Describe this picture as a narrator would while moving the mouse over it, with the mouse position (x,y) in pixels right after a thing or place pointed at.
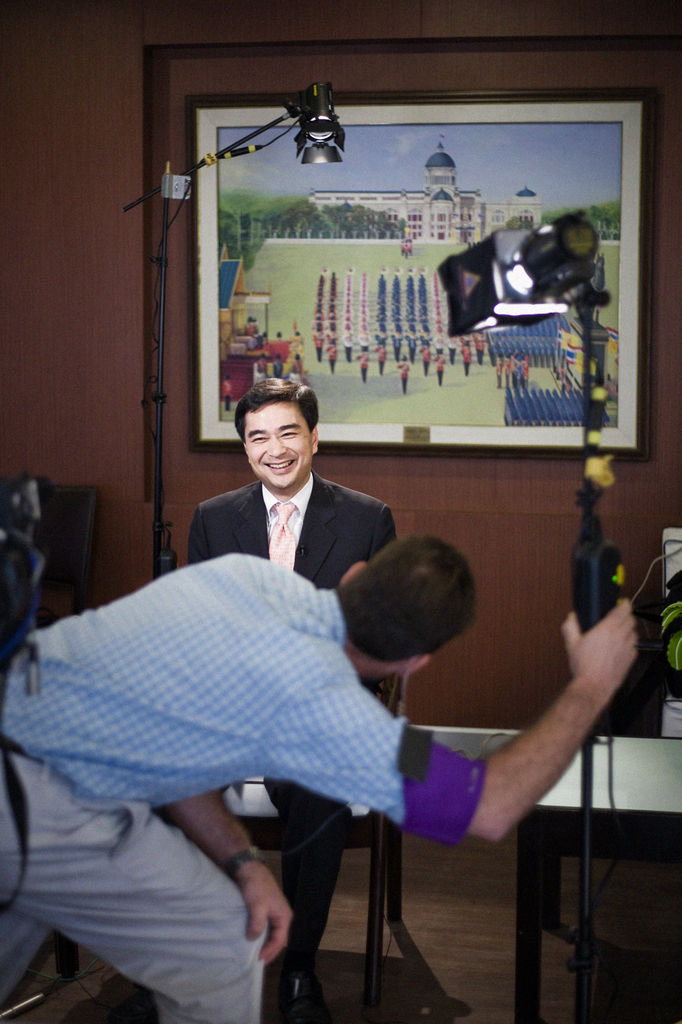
In this picture we can see a man (311,565) who is smiling. He is in black color suit (328,540). And there is a one more person (477,770) who is holding a light stand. This is the wall (47,112) and there is a frame (416,288).
